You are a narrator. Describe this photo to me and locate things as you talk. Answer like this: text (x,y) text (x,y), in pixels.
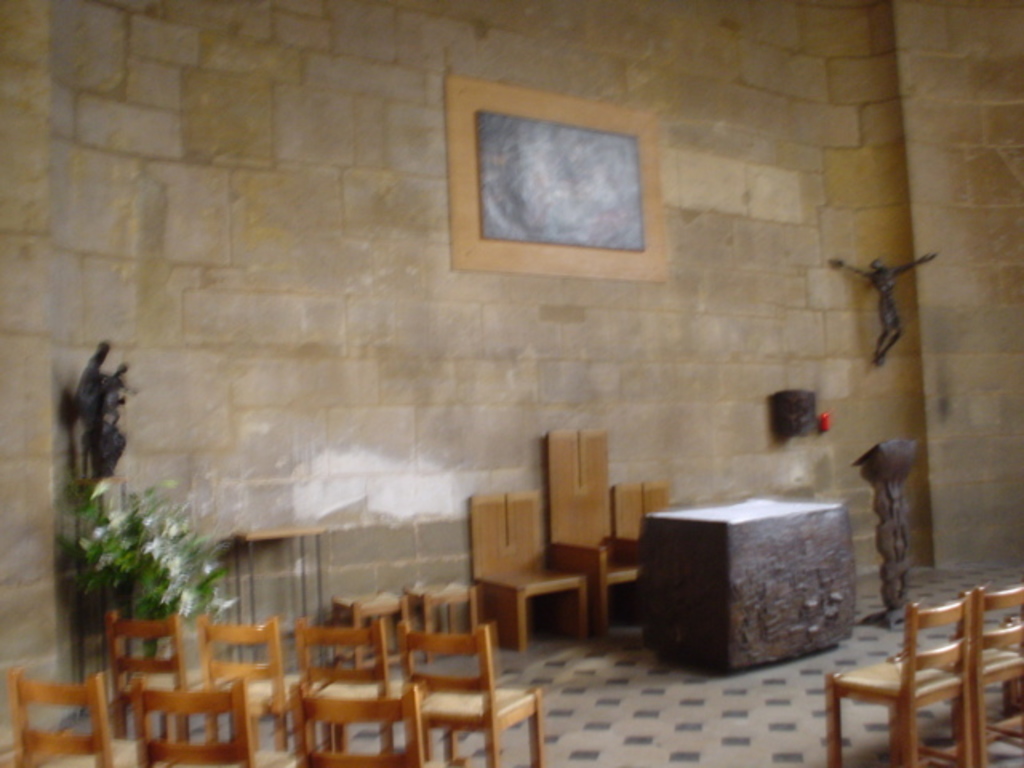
In the image in the center (595,512) we can see few empty chairs (537,553), table (770,607), white color object (769,507), floor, statues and plants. In the background (540,136) there is a wall (765,39), statue (912,266), photo frame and few other objects (887,487).
